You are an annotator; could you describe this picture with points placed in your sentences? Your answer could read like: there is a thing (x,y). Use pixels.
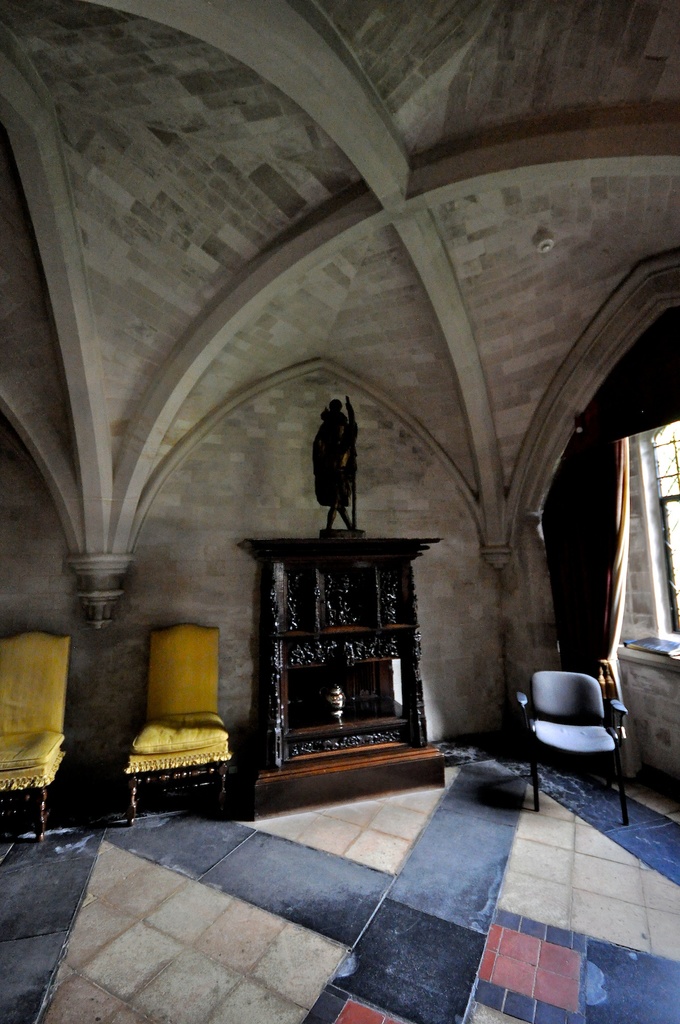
In this picture there are chairs (54,712) in the left (218,733) and right corner. There is a wooden block (325,576) with a sculpture (329,530) on it in the background (323,587). There is a floor (155,816) at the bottom (35,827). And there is a roof (103,38) on the top (28,316).
